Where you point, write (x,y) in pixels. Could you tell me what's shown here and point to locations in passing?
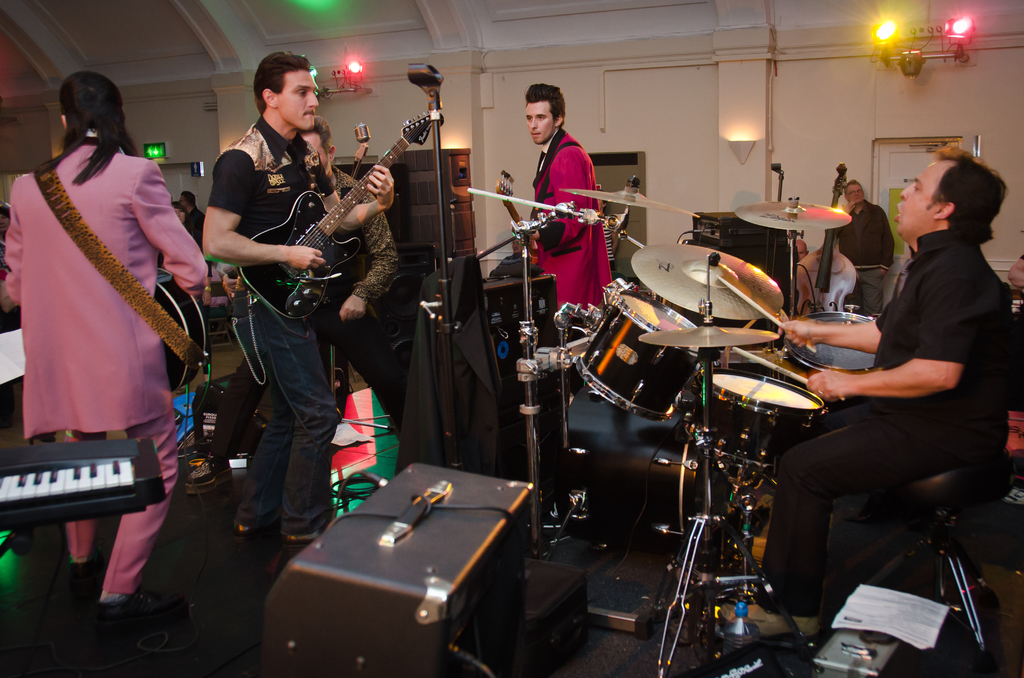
On the stage (330,518) there are some men (95,222). The men (308,257) who are standing are playing guitar (162,286). And there is a men (932,290) to the right side (923,329) with black dress (959,312) is sitting and playing drums (717,381). On the stage (598,551) there are many musical instruments (43,478) like piano (76,491), drums (647,383) and guitar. There is a speaker (508,605). And on the right (879,34) top corner there are lights (894,36). There is a man (860,204) standing beside the door (894,181).
